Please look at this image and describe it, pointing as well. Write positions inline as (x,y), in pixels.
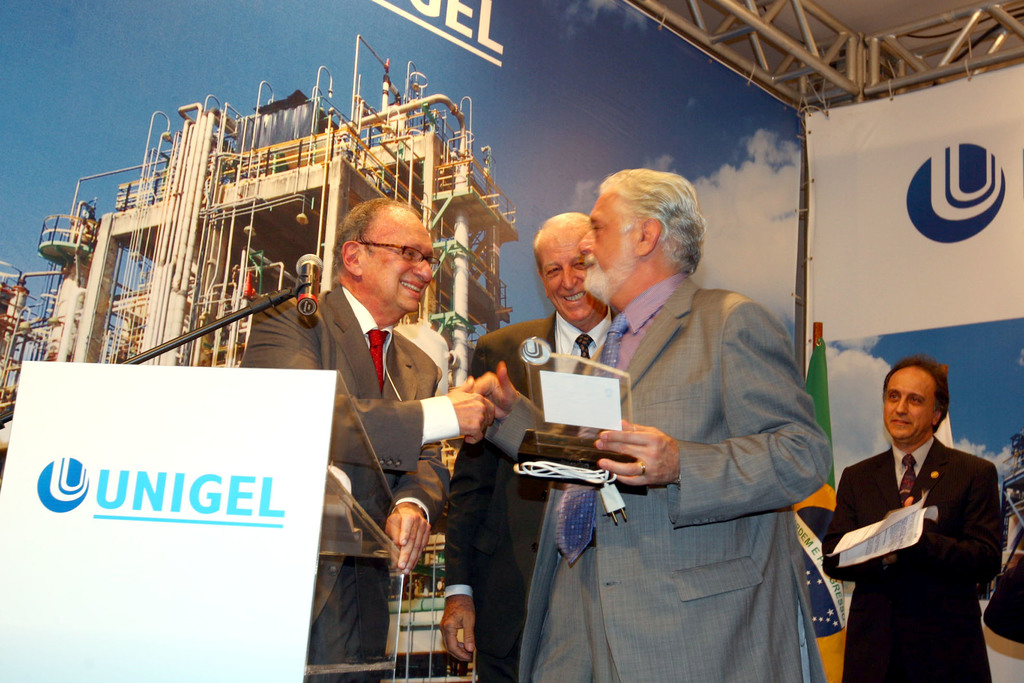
In this picture there are three old man (640,393) wearing a suit (736,516) and receiving the award (573,389), smiling and giving a pose. Behind there is a blue color poster (310,181) in the front (263,536) there is a white color standing banner (208,572). On the top (1016,24) there is a silver color metal frame (965,26).
